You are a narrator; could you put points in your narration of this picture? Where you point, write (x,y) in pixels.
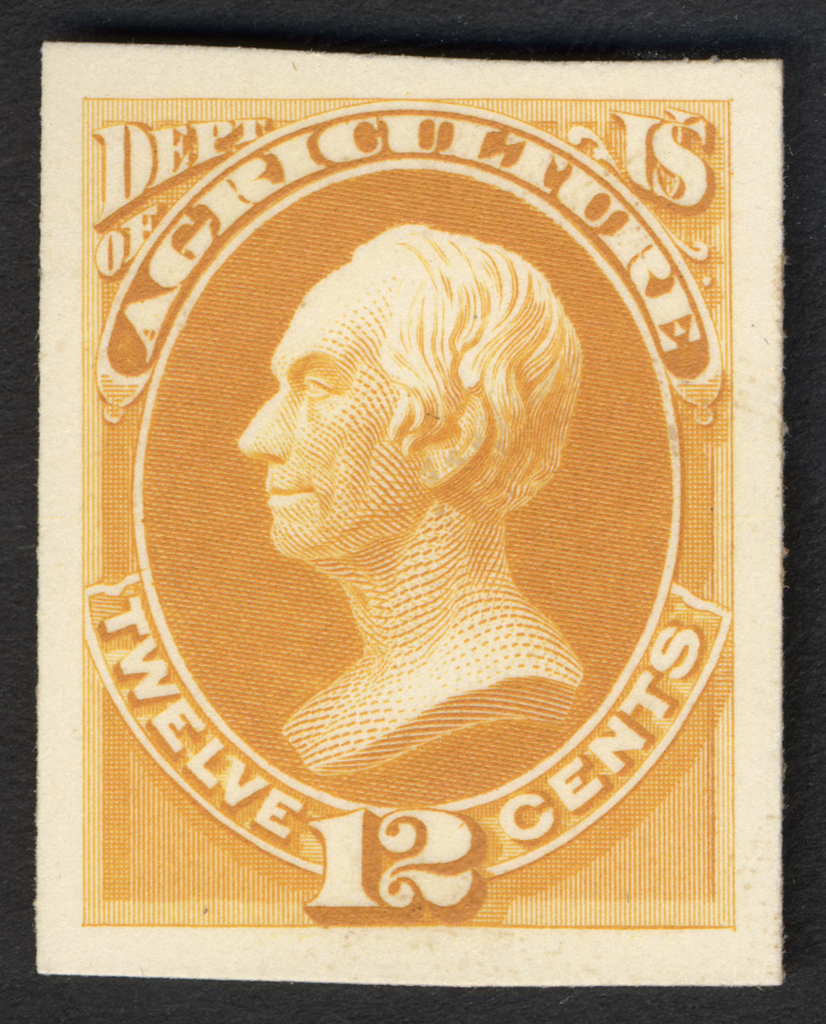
In this image there is a stamp (455,375) having an image (469,325) of a person (379,612) surrounded by some text (142,327).
